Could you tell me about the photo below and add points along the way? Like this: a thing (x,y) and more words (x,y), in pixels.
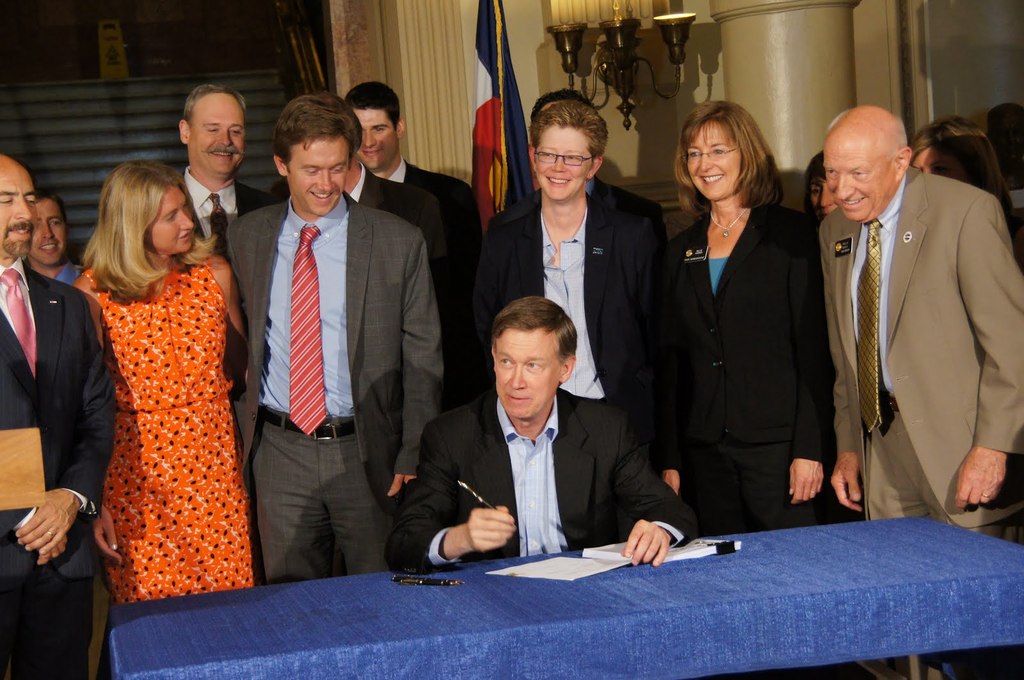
In this image, we can see a group of people (451,202). Among them, we can see a person (569,323) is sitting and holding an object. We can also see a table (638,629) covered with a blue cloth (256,634) and some objects (543,568) on it. In the background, we can see a wall (1006,57), a flag (481,200) and some lights (570,76). We can also see a pillar (802,110).
